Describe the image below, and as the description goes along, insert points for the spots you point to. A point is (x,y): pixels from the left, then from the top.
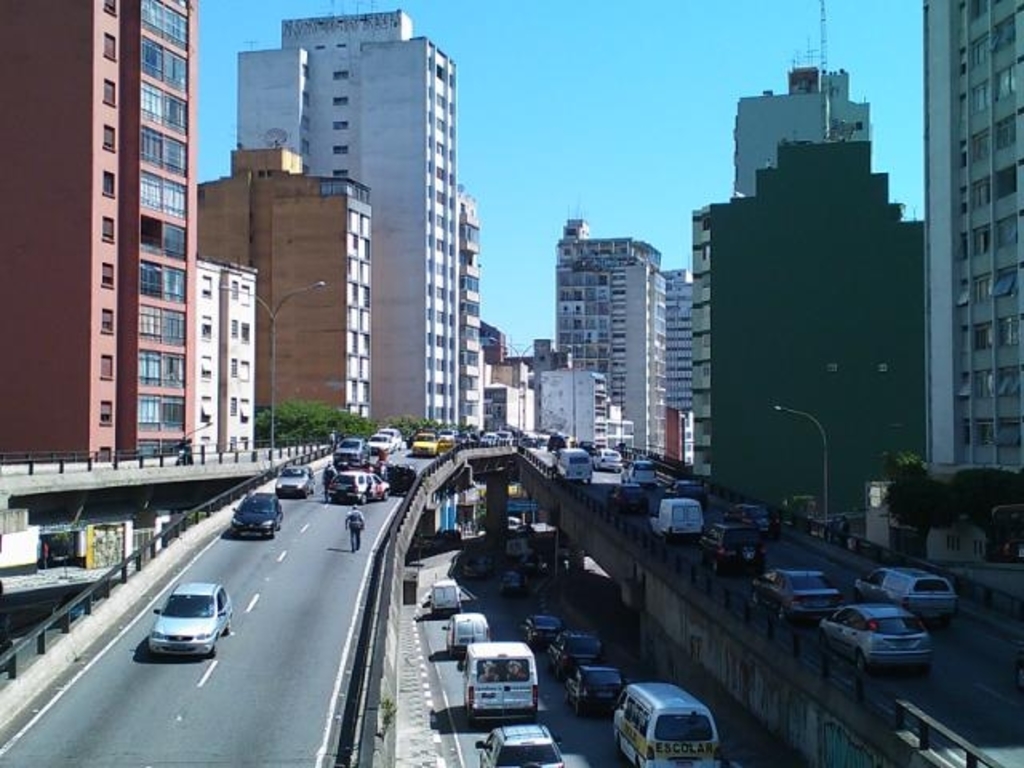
This image consists of many vehicles (563,631) on the roads (148,684). On the left (206,284) and right, there are buildings (163,399). At the top (583,120), there is sky (581,128).
